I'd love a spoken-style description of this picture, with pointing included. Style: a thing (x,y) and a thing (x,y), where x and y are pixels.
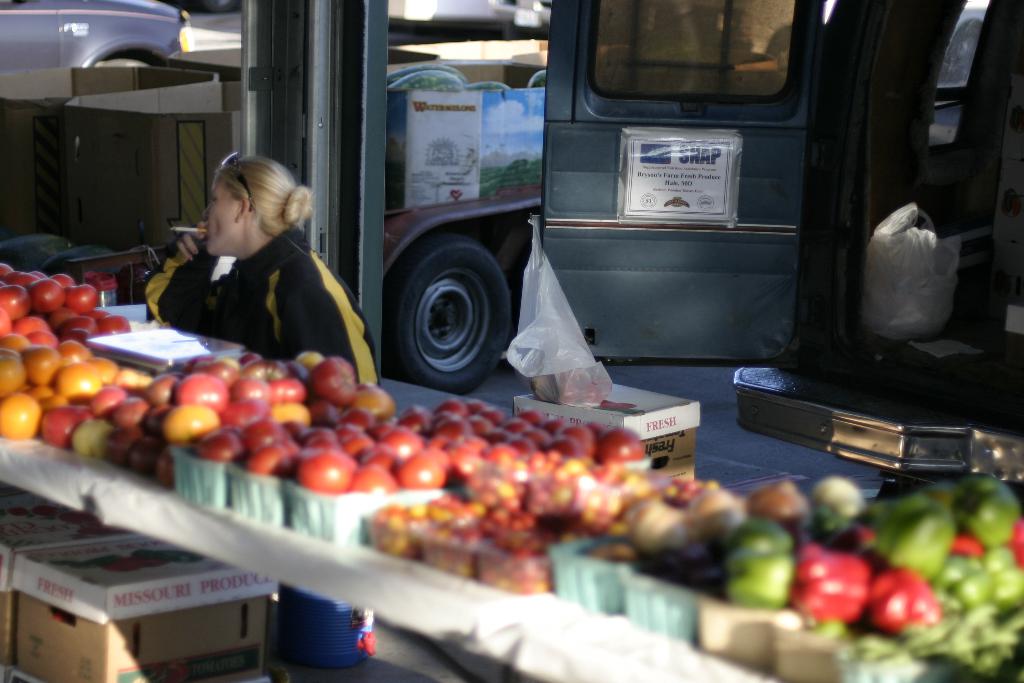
In the picture we can see a woman (215,265) standing near the desk (297,565), the desk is full of fruit and vegetable baskets (697,560) and in the background (594,117), we can see some vehicle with a wheel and besides we can see any other vehicle (102,33) which is blue in color.
